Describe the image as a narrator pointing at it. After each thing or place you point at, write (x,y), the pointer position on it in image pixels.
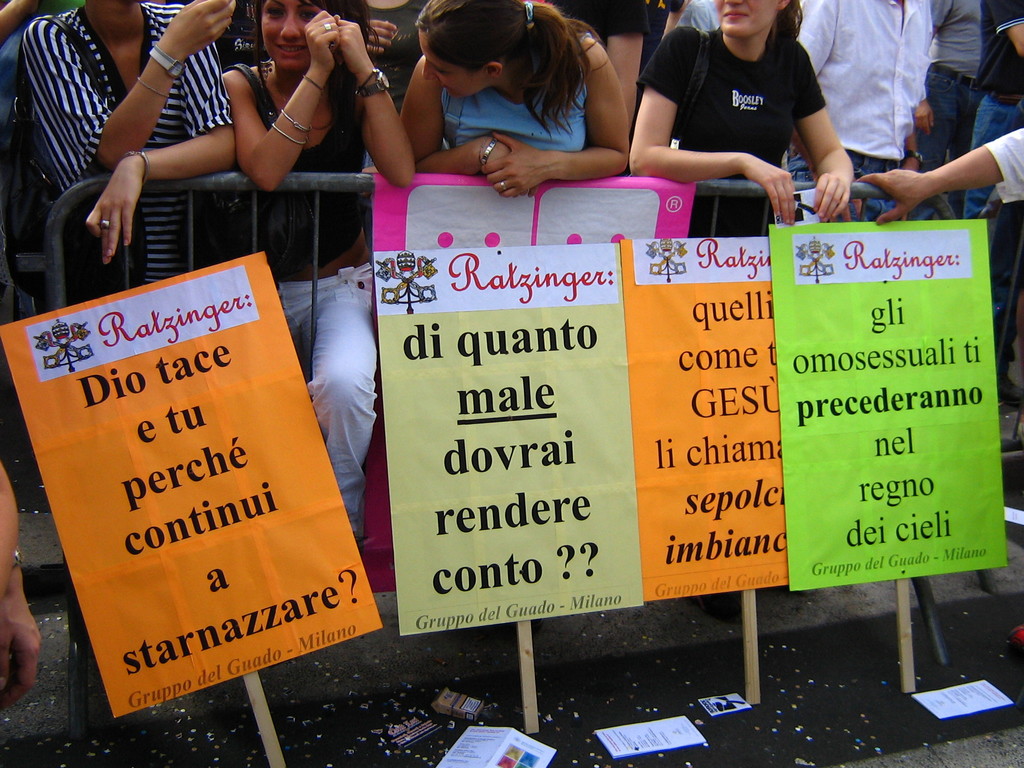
There are group of people (381,53) standing. These are the placards (504,437). I can see the papers (980,695) lying on the road (891,717). This looks like a barricade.
